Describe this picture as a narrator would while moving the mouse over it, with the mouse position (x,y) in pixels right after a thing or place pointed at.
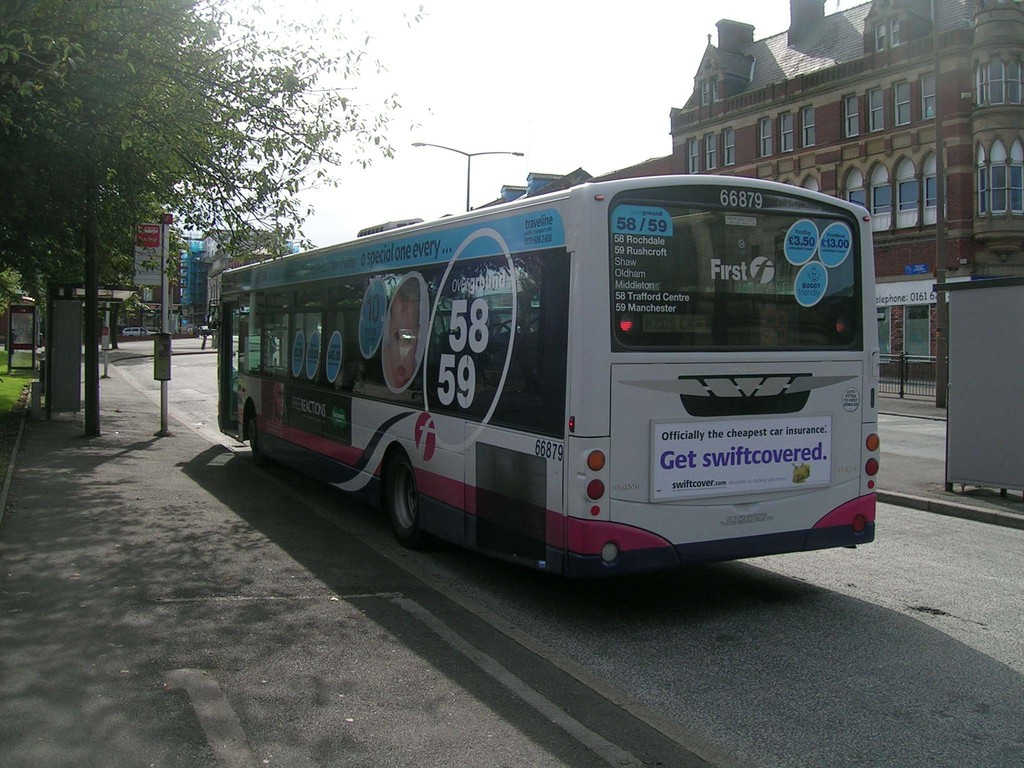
In this image there is a bus (676,331) on the road (672,670). There are boards (159,356) attached to the poles (162,381). There are trees (107,264) on the pavement (107,430). Right side (991,413) there is an object (968,454) on the pavement (978,489). Behind the bus (406,286) there is a street light (469,171). Background (1020,235) there are buildings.
